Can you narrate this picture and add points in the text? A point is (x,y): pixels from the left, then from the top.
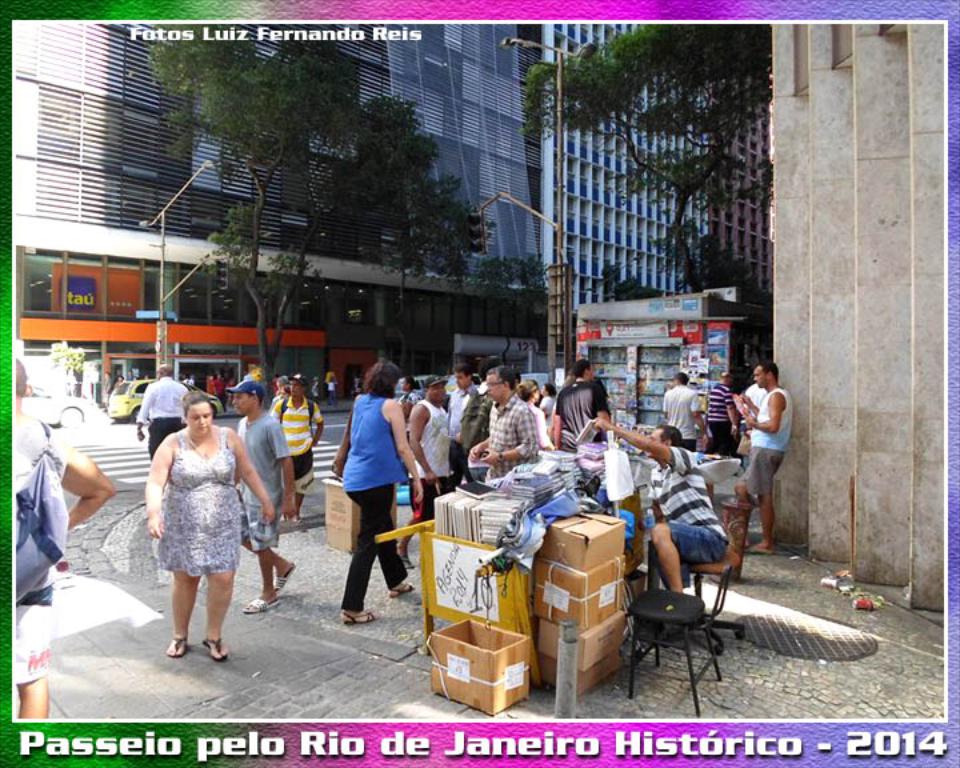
This is a poster. In the center of the image (377,378) we can see some persons (692,443), boxes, books (536,479), cloths (576,505), boards (687,340), stores (665,364), buildings (152,361), poles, electric light poles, trees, wall (824,443). At the bottom of the image (307,640) we can see road (354,663) and some text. On the left side of the image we can see some vehicles (124,401).
